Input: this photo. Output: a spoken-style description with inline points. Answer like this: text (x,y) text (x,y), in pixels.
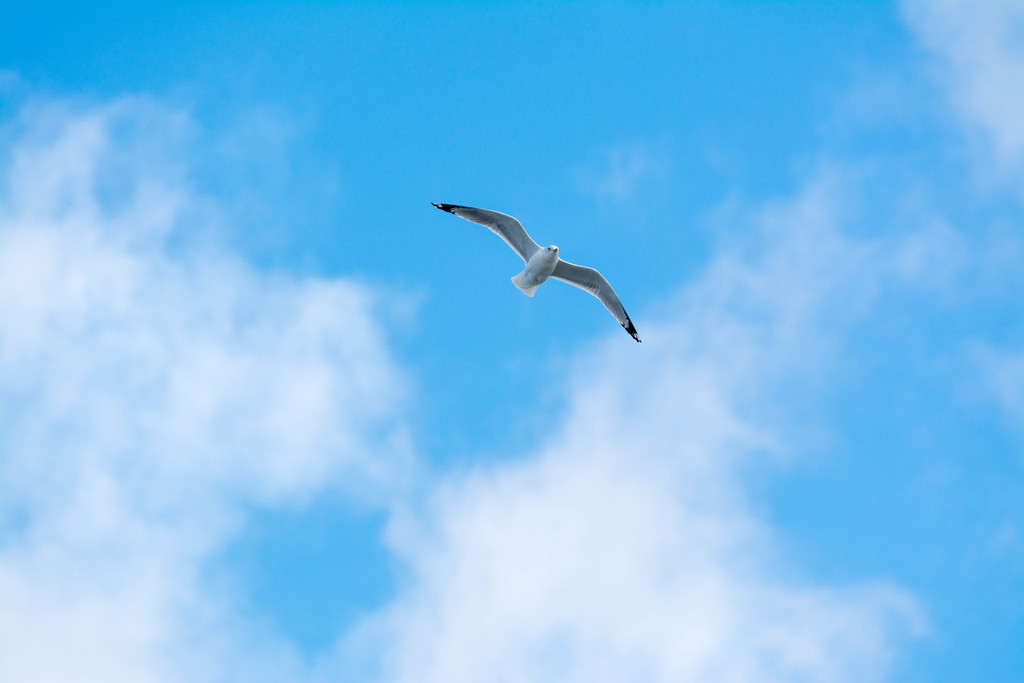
In the image we can see a bird (541,272), white and black in color is flying. This is a cloudy sky (203,212).
